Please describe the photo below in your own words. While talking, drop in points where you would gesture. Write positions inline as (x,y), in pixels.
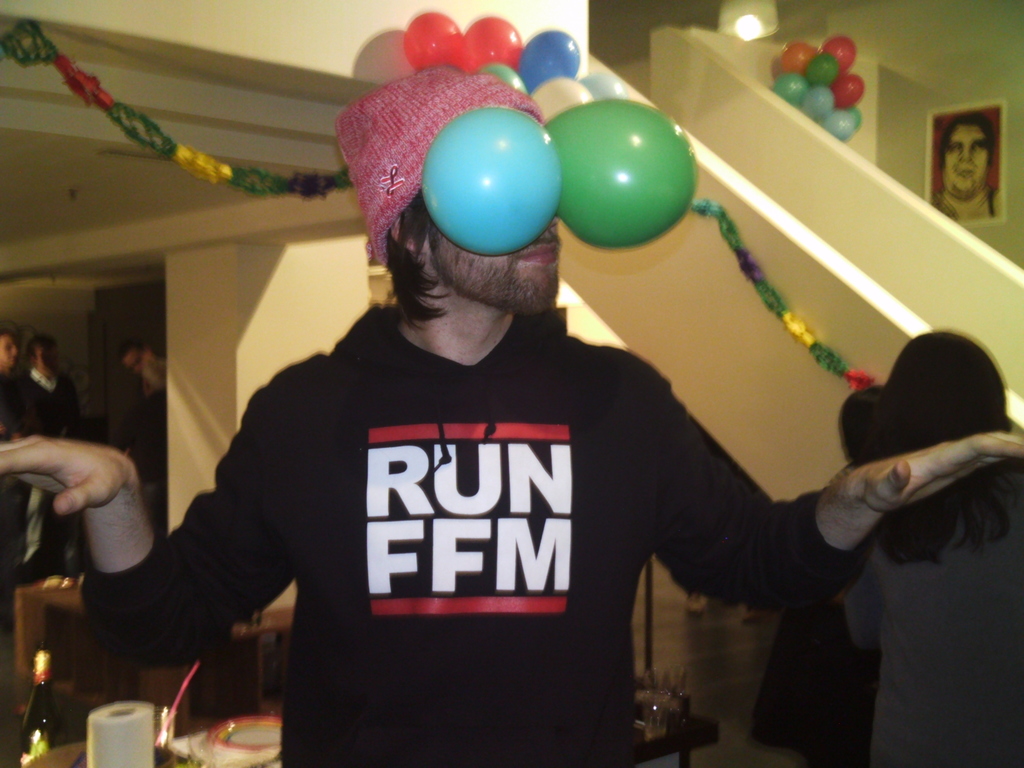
In this picture I can see couple of them (589,492) standing and I can see balloons (552,82) and color papers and I can see bottle (40,664) and a paper roll (142,729) and a glass (171,752) on the table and I can see a poster (971,151) on the wall (924,118) and looks like few people (125,432) standing in the back (138,370).
